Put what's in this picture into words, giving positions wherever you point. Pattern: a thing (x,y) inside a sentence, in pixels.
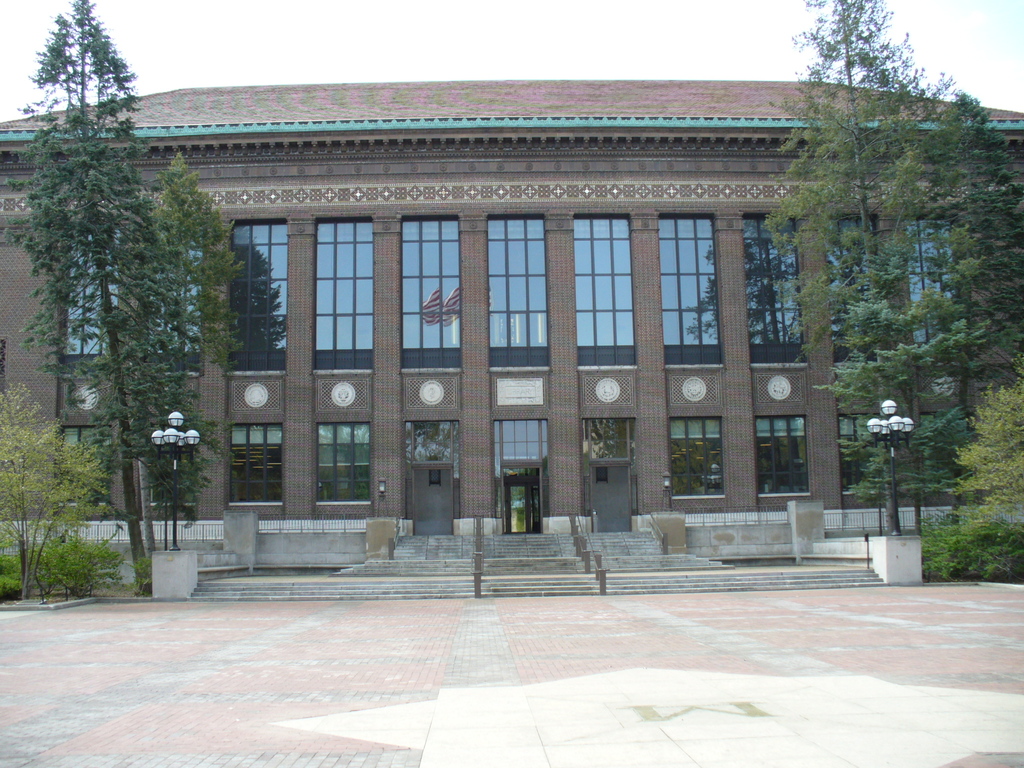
In the center of the image (579,435) there is a building (459,278). In front of the building (390,347) there are stairs (519,575), lights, flags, trees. In the background (347,6) there is sky (373,28).
